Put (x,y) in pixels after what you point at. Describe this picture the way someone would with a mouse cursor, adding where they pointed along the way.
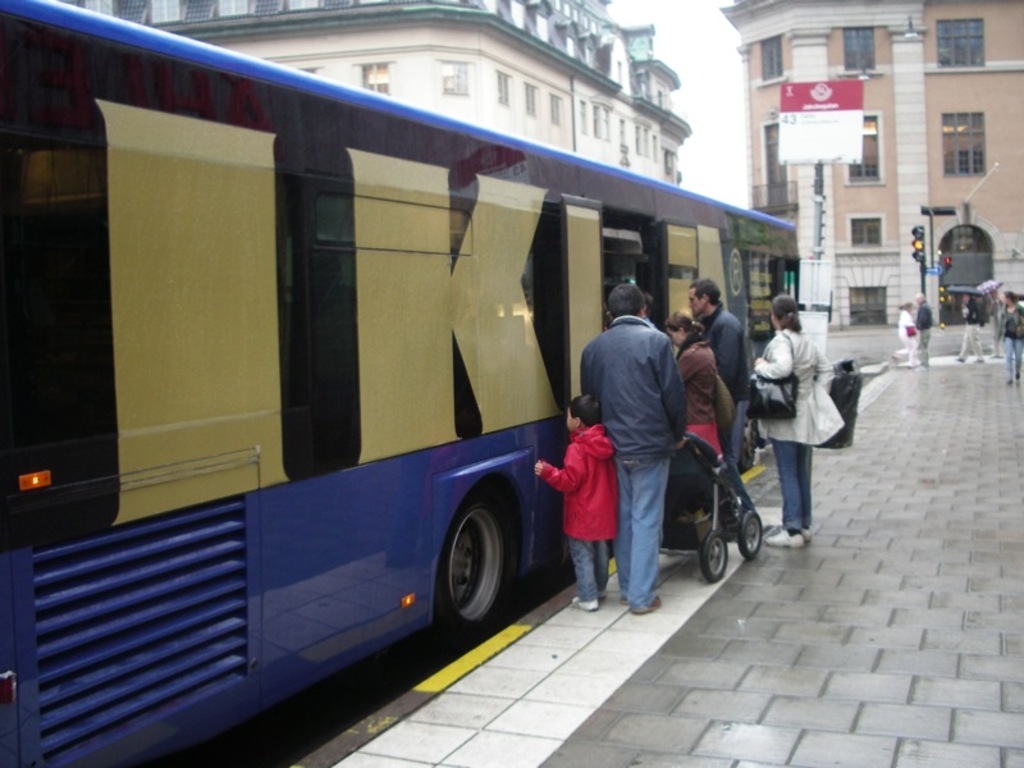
In this image we can see a bus (228,588) which is of blue color is on the road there are some persons (653,556) who are standing on the footpath (763,621) boarding the bus (545,517) and in the background of the image (771,124) there are some buildings (980,62), hoarding (799,143), traffic signal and some persons (963,361) walking through the footpath (918,477).
